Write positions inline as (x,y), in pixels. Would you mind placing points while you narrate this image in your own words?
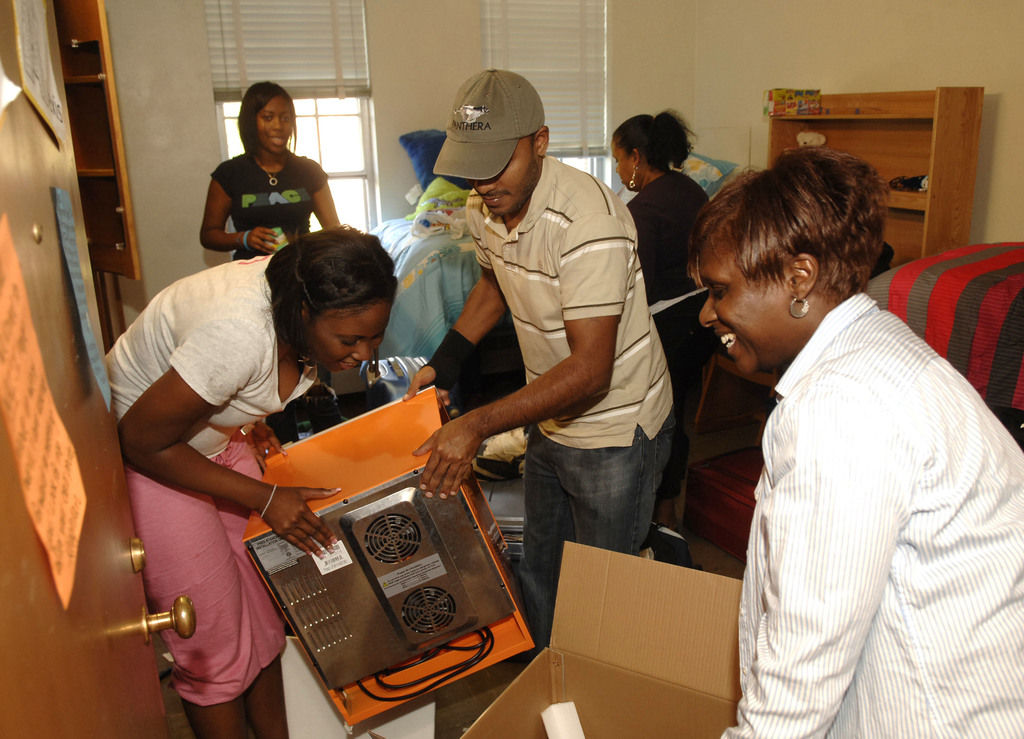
In this image I can see number of people (213,508) are standing and in the centre (579,305) I can see two of them (296,538) are holding an orange colour thing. I can also see a box (592,611) on the bottom side (616,573) and on the left side of this image (35,57) I can see few papers (71,233) on a door (15,130). In the background (321,155) I can see windows (355,152), window blinds (563,141) and a wooden thing (796,129). I can also see few clothes (415,289) in the background (445,330).
